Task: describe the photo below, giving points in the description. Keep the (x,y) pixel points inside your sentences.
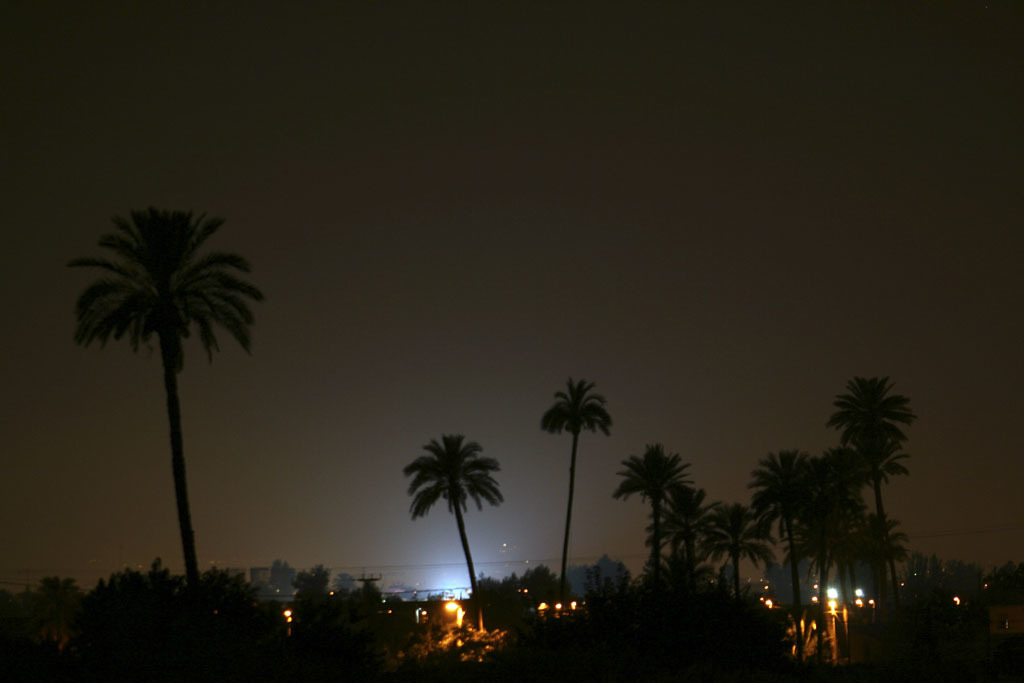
In the picture there are trees (906,410), there are poles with the lights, there is a dark sky (406,479).
